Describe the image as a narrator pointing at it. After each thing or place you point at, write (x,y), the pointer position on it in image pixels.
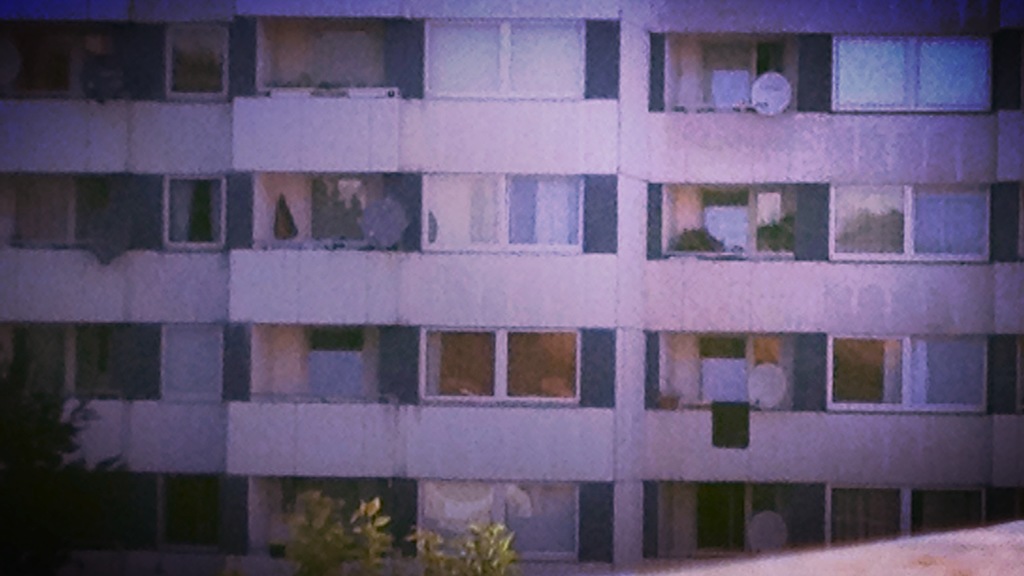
In this image we can see a building (315,286) with doors (346,49) and windows (900,379) and there are some other objects (734,568) and we can see few trees (37,438) at the bottom of the image (53,490).
